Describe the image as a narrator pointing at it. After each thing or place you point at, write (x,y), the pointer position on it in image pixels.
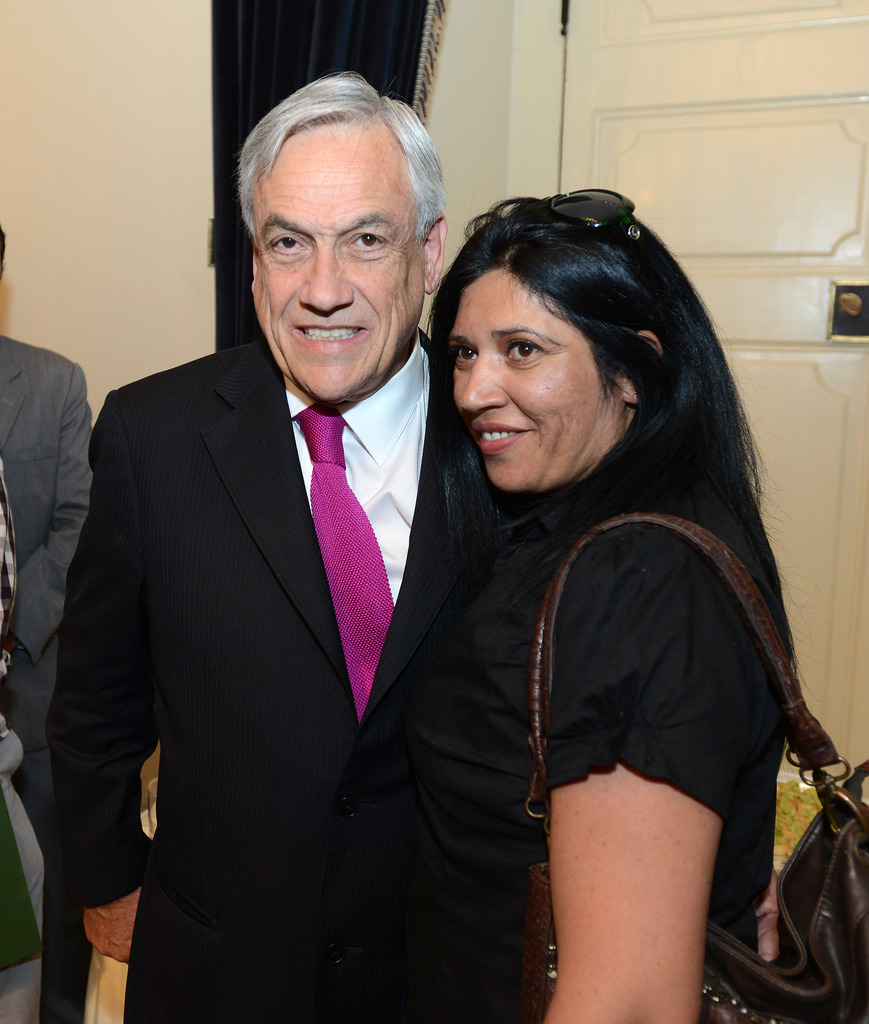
A person (229,515) wearing a black coat (321,588) and pink tie (342,539) is smiling. Near to him a lady (510,799) is wearing a hand bag (765,980) and goggles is smiling. In the background (287,90) there is a wall (70,151) and a curtain (415,54) and a door (780,278).
